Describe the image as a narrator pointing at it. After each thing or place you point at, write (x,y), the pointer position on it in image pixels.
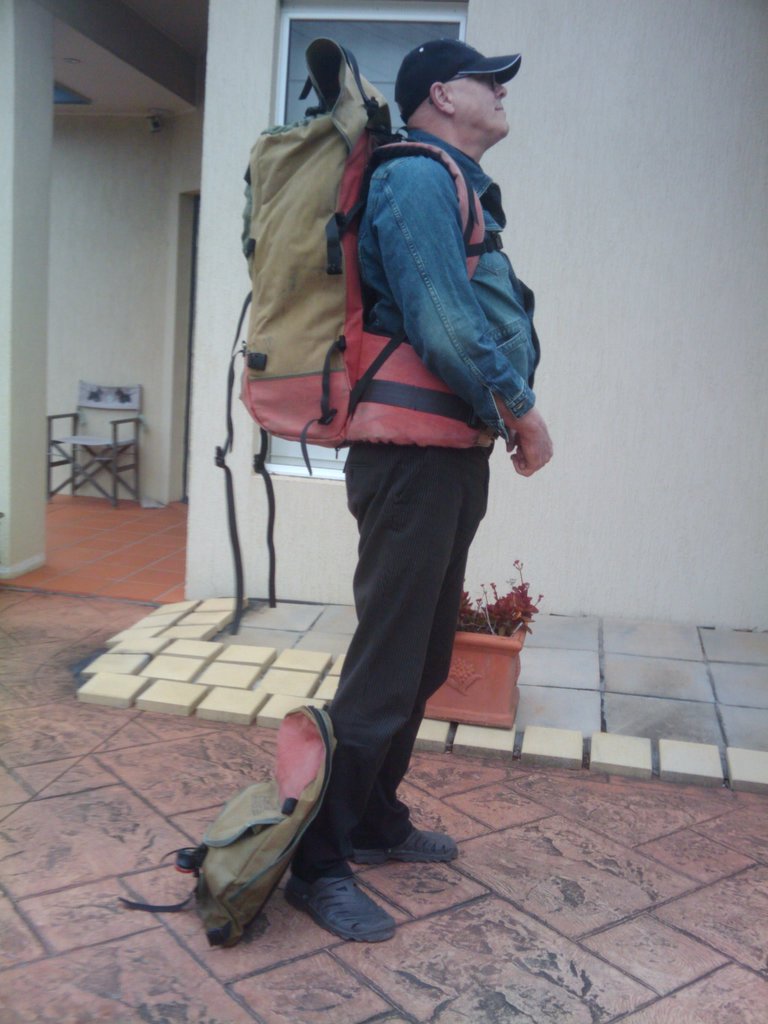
In the image we can see there is a man (430,110) who is standing and he is carrying a travelling backpack (324,163). He is wearing a cap (416,101) and jacket (441,297). Beside him on the footpath (723,720) there is a pot (481,665) in which there is a plants (500,610). Behind the pot (477,664) there is a wall (737,179) which is of white colour and there is a window (350,0) on it. Beside the wall (215,198) there is a chair (133,404) which is standing on the floor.
